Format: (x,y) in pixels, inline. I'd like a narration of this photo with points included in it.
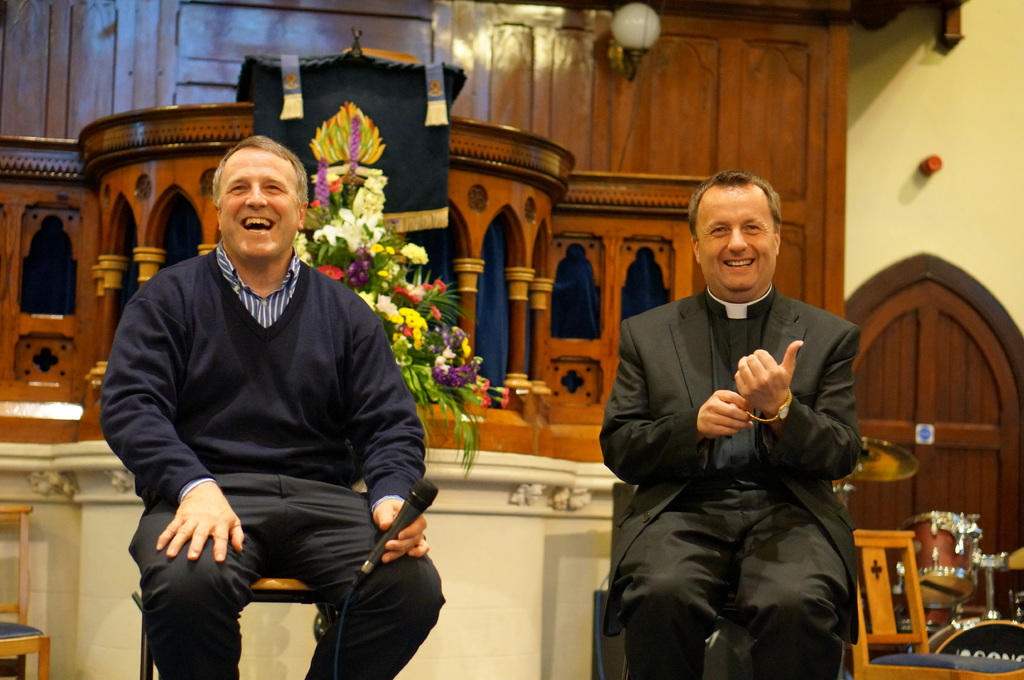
There are two men (248,206) sitting on chairs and holding microphone (391,530). In the background (155,67) we can see wall (898,145), light (617,50), flower bouquet (418,368), musical instrument (1006,657) and chairs (882,559).
